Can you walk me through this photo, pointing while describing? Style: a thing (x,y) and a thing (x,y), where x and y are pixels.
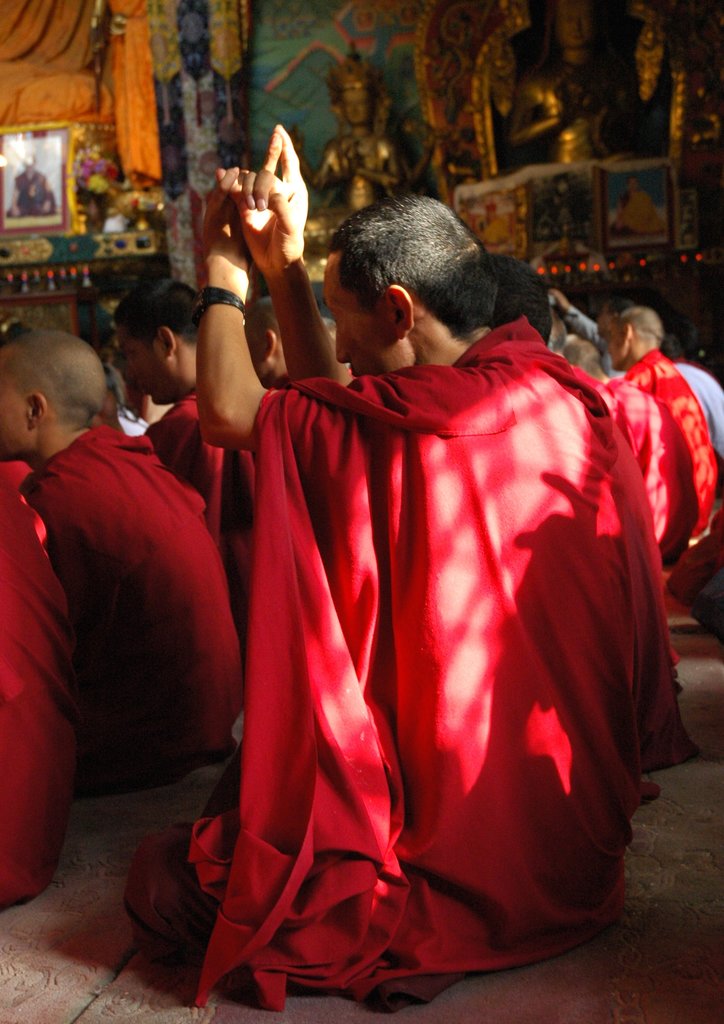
Here men (358,406) are sitting wearing red color clothes (324,647), this is a photo frame (55,200).
